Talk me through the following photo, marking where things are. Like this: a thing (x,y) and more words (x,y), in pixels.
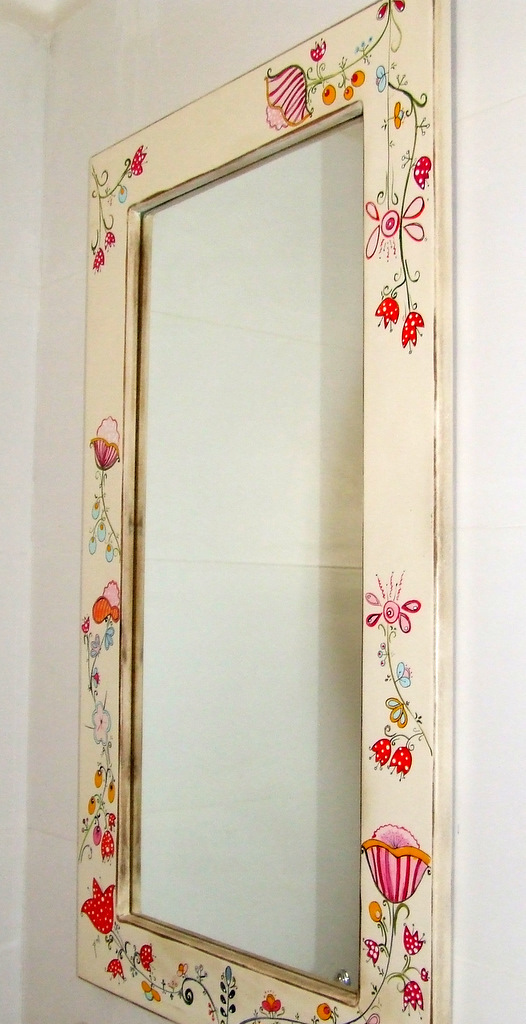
In this image I can see the mirror frame (221,131) to the wall (47,450). I can see the frame (87,406) is in cream, red, orange and green color.
